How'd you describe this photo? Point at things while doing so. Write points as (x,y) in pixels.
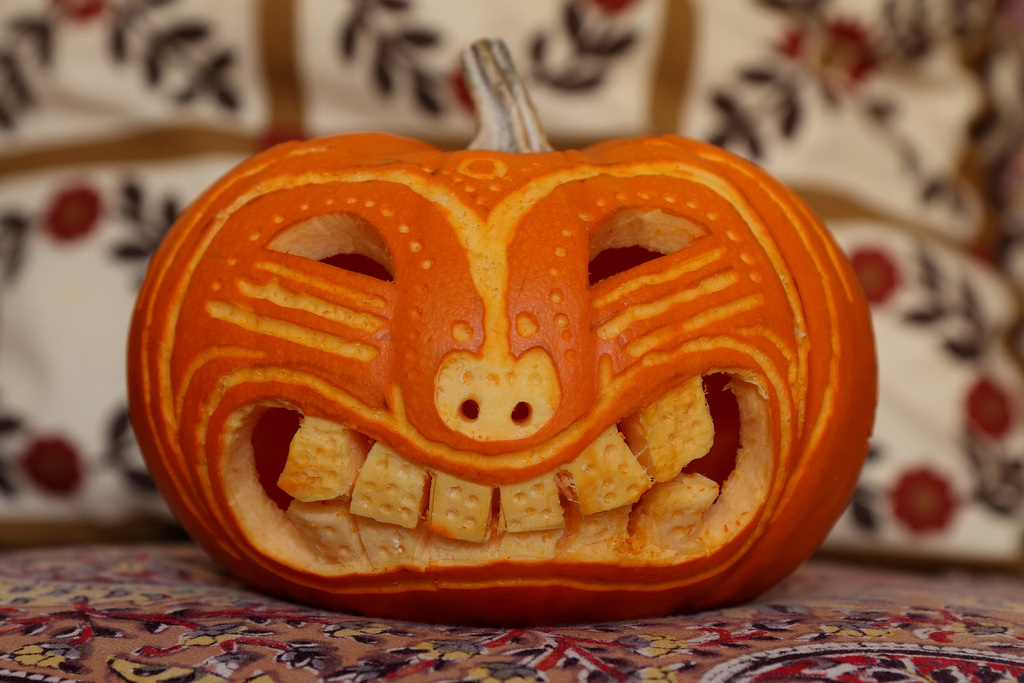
In this image I can see there is a pumpkin (471,237) which is in orange color and it is shaped in the face of a human. Behind this it looks like a pillow (876,175), at the bottom (408,661) there is the cloth (388,650).
